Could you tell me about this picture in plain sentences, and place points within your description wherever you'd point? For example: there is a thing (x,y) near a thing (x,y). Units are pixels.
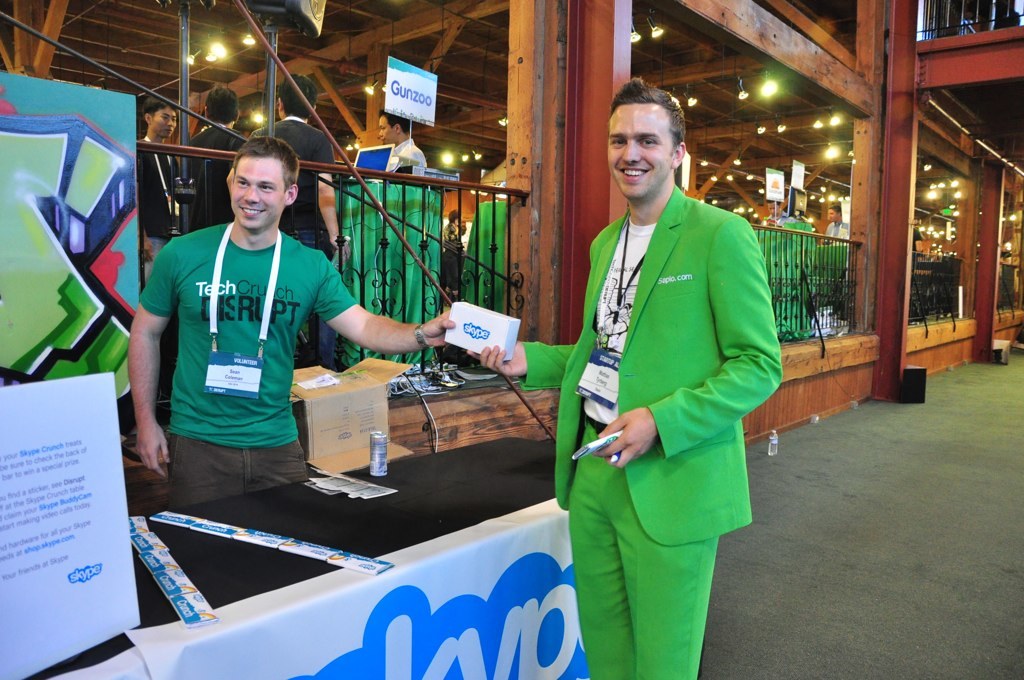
The picture shows that there are two men (230,325) exchanging the product (508,356) with their hands (495,353). They are wearing id cards (227,363). In between them there is a table (302,520). In the background (464,205) there is a railing (507,190) and some of them are standing here. There are some lights (744,96).
